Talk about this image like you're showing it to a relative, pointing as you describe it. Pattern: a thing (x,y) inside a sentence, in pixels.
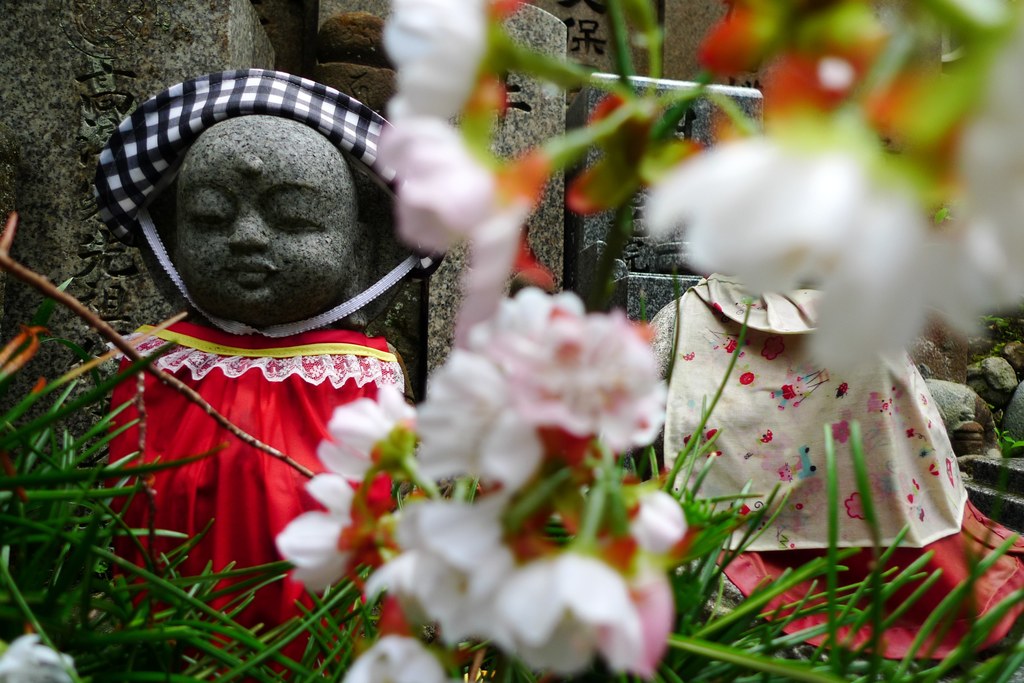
In this image, I can see the sculptures (306,385) with the clothes (285,447). These are the flowers (804,187), which are white in color. At the bottom of the image (115,628), I think this is the grass (751,604).
